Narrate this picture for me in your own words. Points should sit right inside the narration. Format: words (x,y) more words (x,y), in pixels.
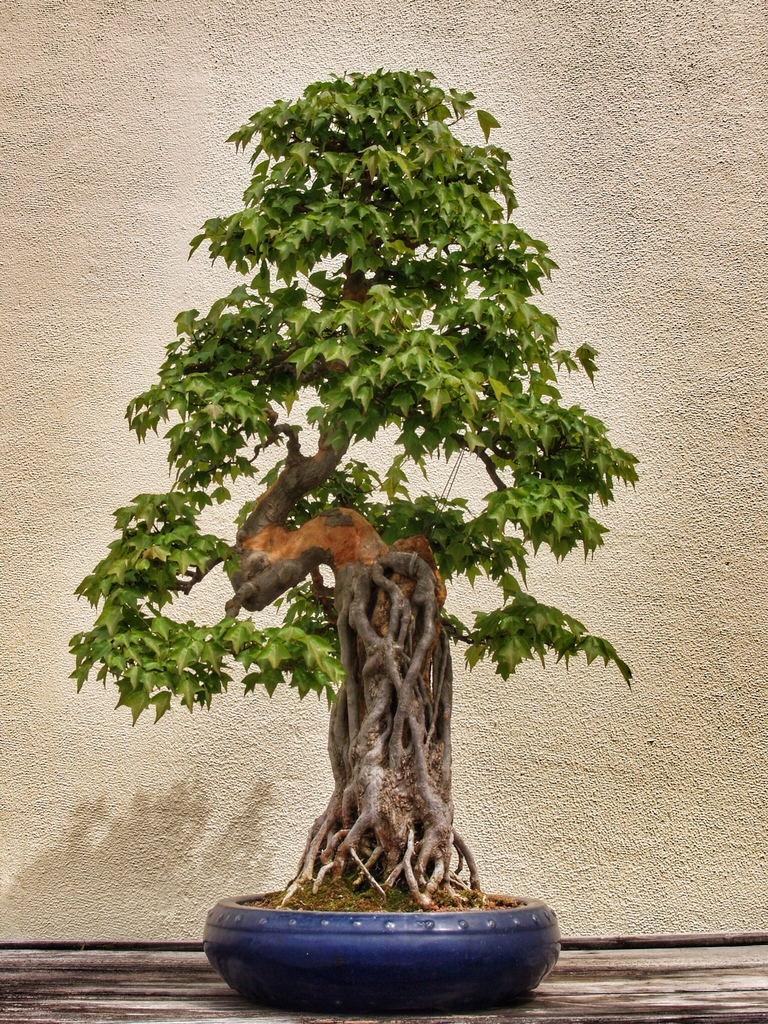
In this picture, we see a small tree (367,621) in a blue color pot (369,940). At the bottom (137,1003), we see the wooden object (623,983). In the background (189,216), we see a wall (640,702) which is white in color.
